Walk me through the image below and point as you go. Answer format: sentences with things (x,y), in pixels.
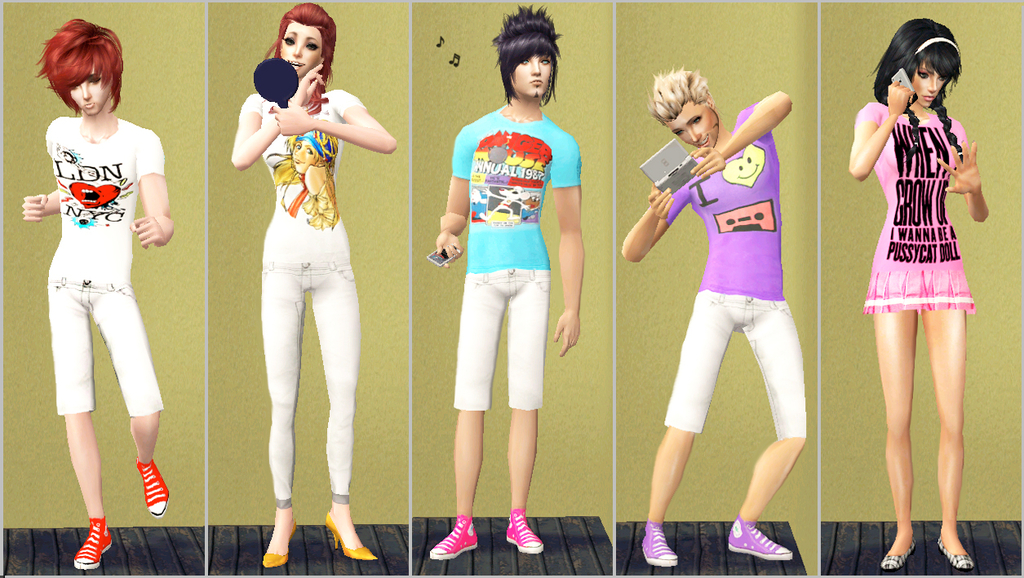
This is an animated image where in the first image we can see a person (74,231) wearing white t-shirt (95,235) and shoes (89,548). in the second picture we can see a person (315,172) wearing white T-shirt (268,157) holding a mirror (267,74) and wearing yellow color shoes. In the third picture we can see a person (520,105) wearing blue color shirt (501,203) is holding a mobile phone (445,257) and wearing pink color shoes (512,531). In the fourth picture we can see a person (734,244) wearing purple color t-shirt (727,280) and holding some electronic device (685,181) and wearing purple color shoes (750,525) and in the fifth image we can see a person (907,63) wearing pink color dress (905,225) and shoes (952,562).
